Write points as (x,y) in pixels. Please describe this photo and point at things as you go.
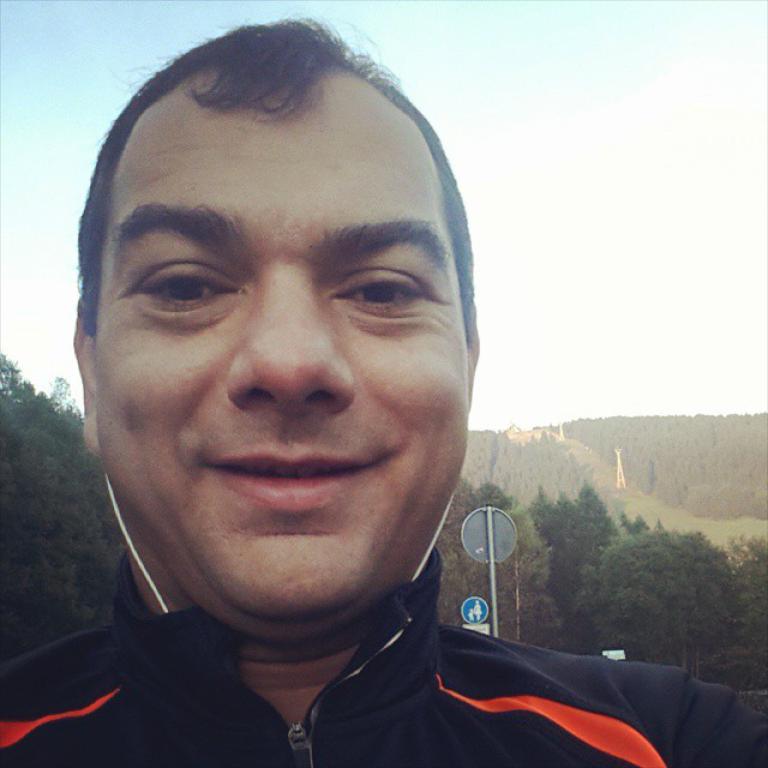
In this image there is the sky (684,215) towards the top of the image (597,131), there are trees (587,528), there are objects (619,452) that looks like a tower (562,426), there is a pole (491,586), there are boards (480,528), there is a man (333,454) towards the bottom of the image (296,625), there is a wire (116,501).
